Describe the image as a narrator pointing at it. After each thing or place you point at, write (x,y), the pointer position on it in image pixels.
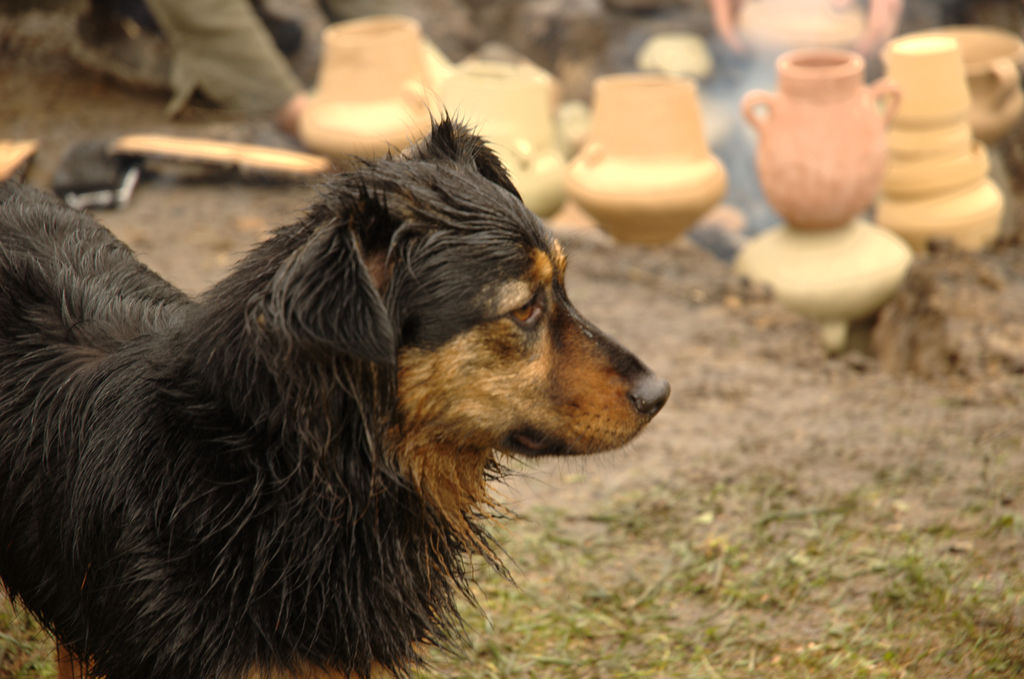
In this image there is a black dog (321,443) in the middle (411,302). In the background (569,166) there are pots (659,77) and jugs (878,155) which are made up of mud (820,140). At the bottom (711,500) there is ground (657,573) on which there is grass (621,575) and sand (728,474).
